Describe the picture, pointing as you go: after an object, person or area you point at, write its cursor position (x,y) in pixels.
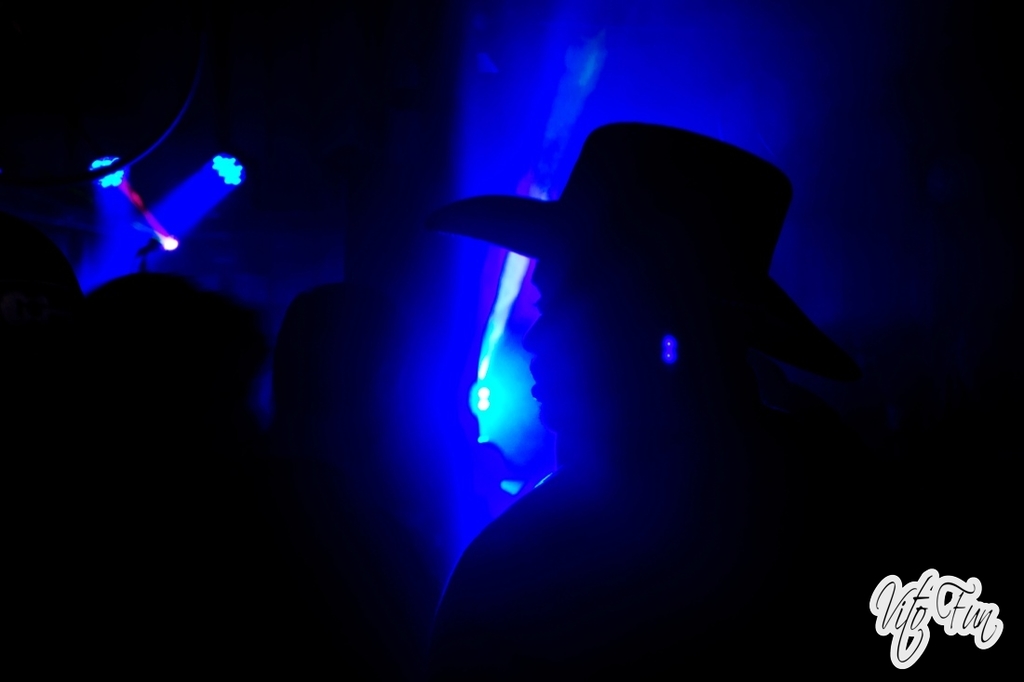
In this image I can see group of people (616,539), background I can see few lights (501,326) in blue color.
